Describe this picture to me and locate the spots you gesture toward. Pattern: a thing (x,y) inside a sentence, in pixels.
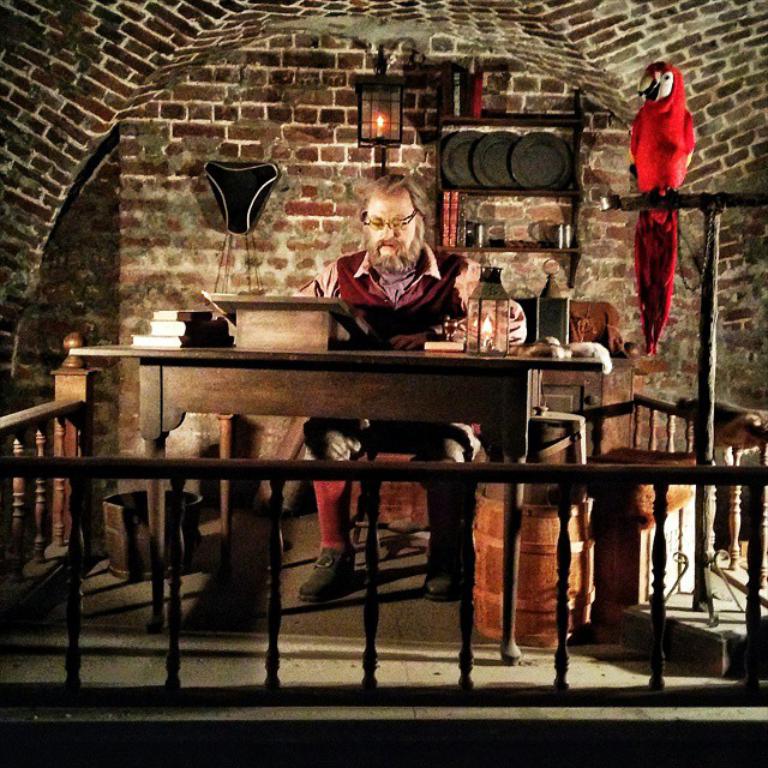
This person (413,249) is sitting on a chair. In-front of this person (387,234) there is a table (399,362). On a table (471,390) there is a lantern lamp (489,322) and books (158,318). On wall (296,93) there is a rack (535,246) with books (453,213) and plates (456,174). Parrot (640,190) is standing on a pole (710,270). This is fence (660,624). Under the table (513,583) there is a container (583,562).
